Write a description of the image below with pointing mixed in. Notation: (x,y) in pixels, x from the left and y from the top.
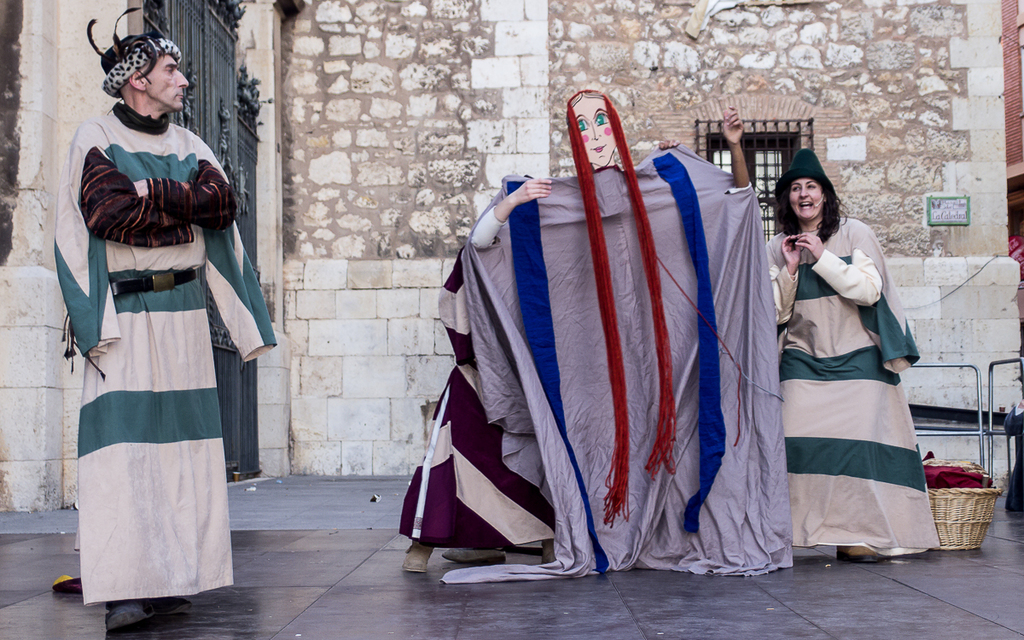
In this picture there is a man (147,444) standing and there is a woman (839,292) standing and smiling and there are two people (496,523) standing and holding the picture (571,293) of a woman (615,195). At the back (744,99) there is a building (0,154). On the right side of the image (942,467) there is a cloth (930,470) in the basket (947,497) and there is a railing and there is a board (962,211) on the wall (988,237). On the left side of the image (220,70) it looks Like a gate (208,90). At the bottom (363,522) there is a floor (379,609).
